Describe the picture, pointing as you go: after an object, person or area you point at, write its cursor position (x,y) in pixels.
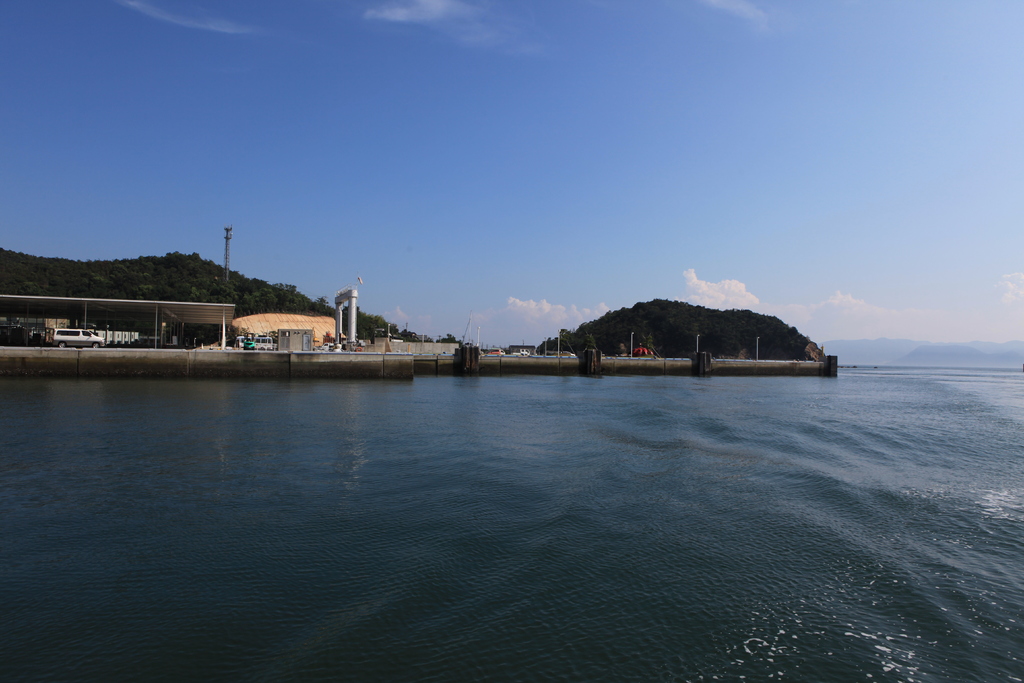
In the given image i can see a shed (164,303), vehicles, electrical poles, mountains (214,287), trees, water (504,566), bridge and in the background (528,113) i can see the sky (313,154).
